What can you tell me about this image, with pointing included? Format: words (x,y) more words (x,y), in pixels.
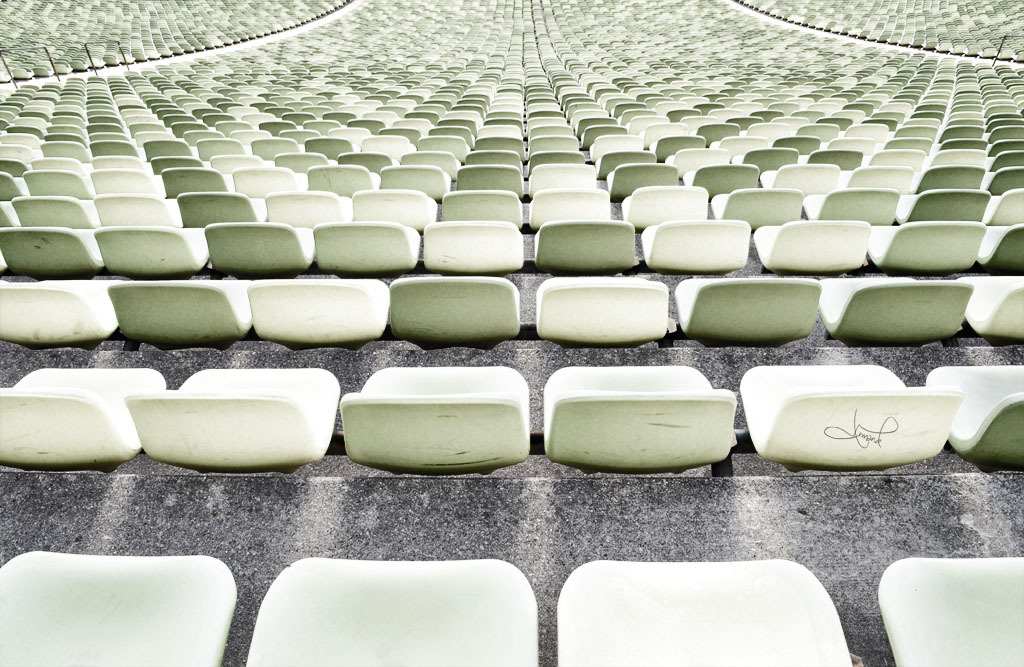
In this image, we can see chairs (231,224) throughout the image. Here we can see rods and poles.
